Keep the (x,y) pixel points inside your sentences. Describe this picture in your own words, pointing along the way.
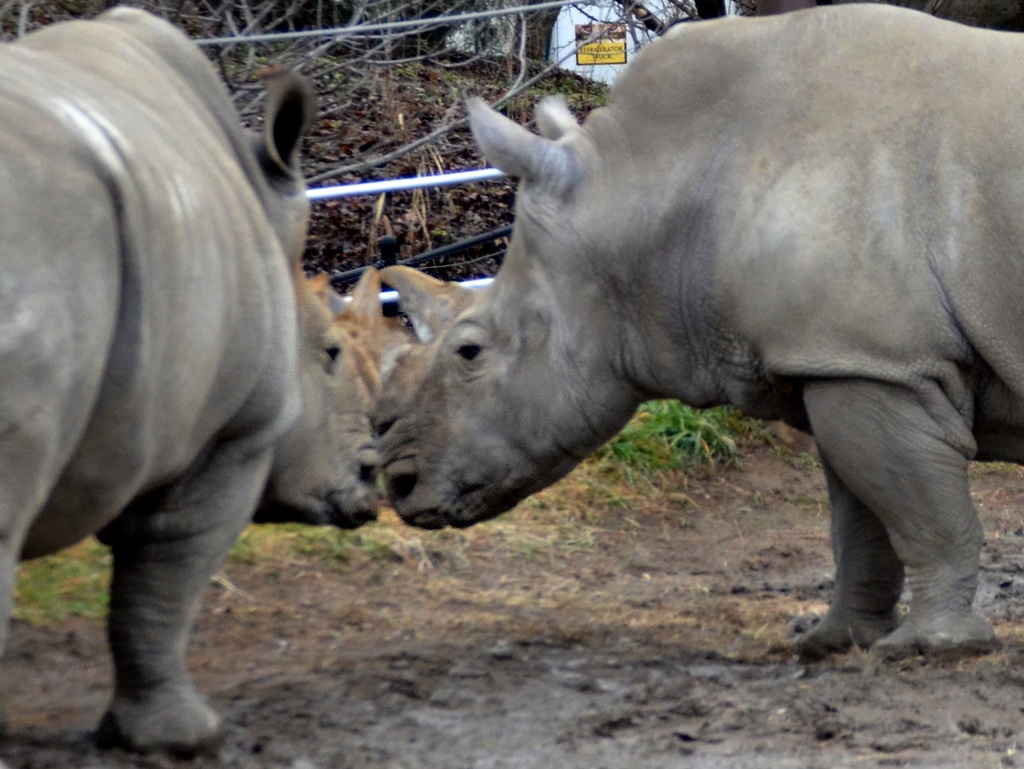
In this image I can see three animals (323,443) which are in grey color. In the background (489,263) I can see the plants (437,231) and the board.
